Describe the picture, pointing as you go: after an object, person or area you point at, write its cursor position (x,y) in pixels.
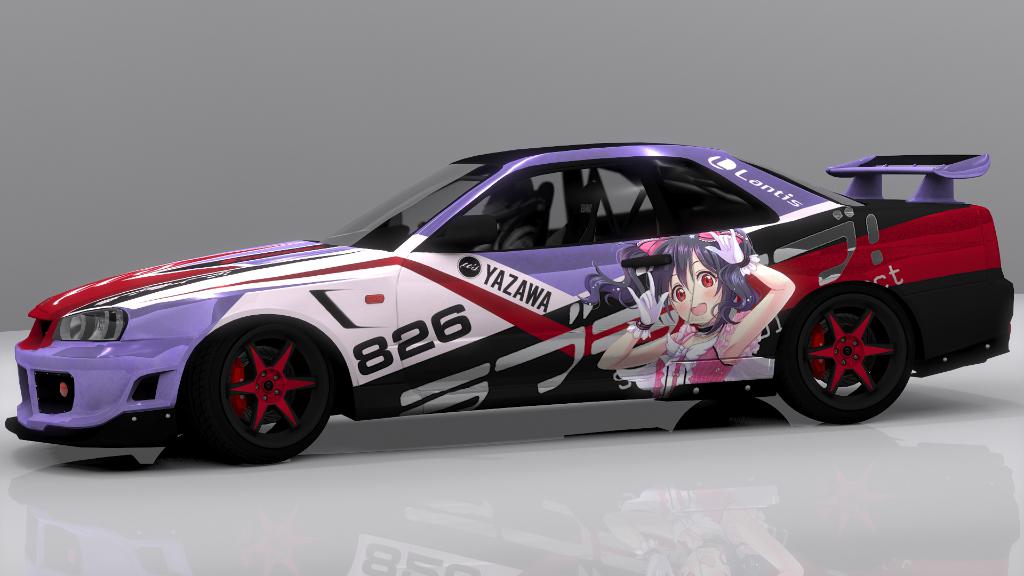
In this image I can see a car (541,392) and there is a white background (66,88).
